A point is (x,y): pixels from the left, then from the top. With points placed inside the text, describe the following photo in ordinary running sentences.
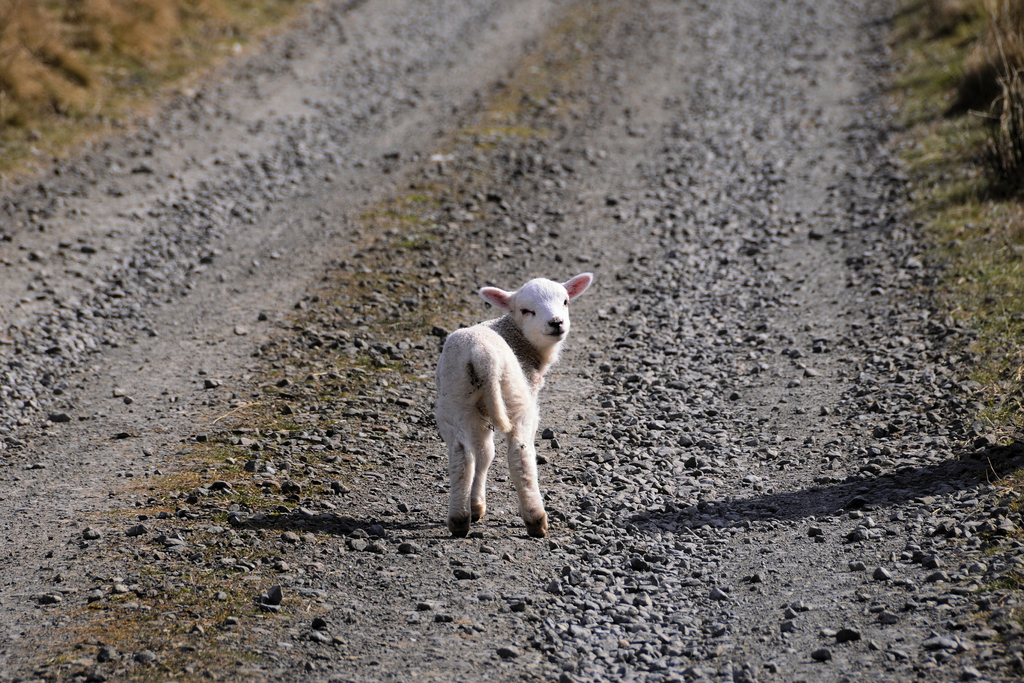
There is a white animal (502,417) standing on the rocks (407,423) and it is turning backwards, around the rocks (206,92) there is a lot of grass (1011,319).
